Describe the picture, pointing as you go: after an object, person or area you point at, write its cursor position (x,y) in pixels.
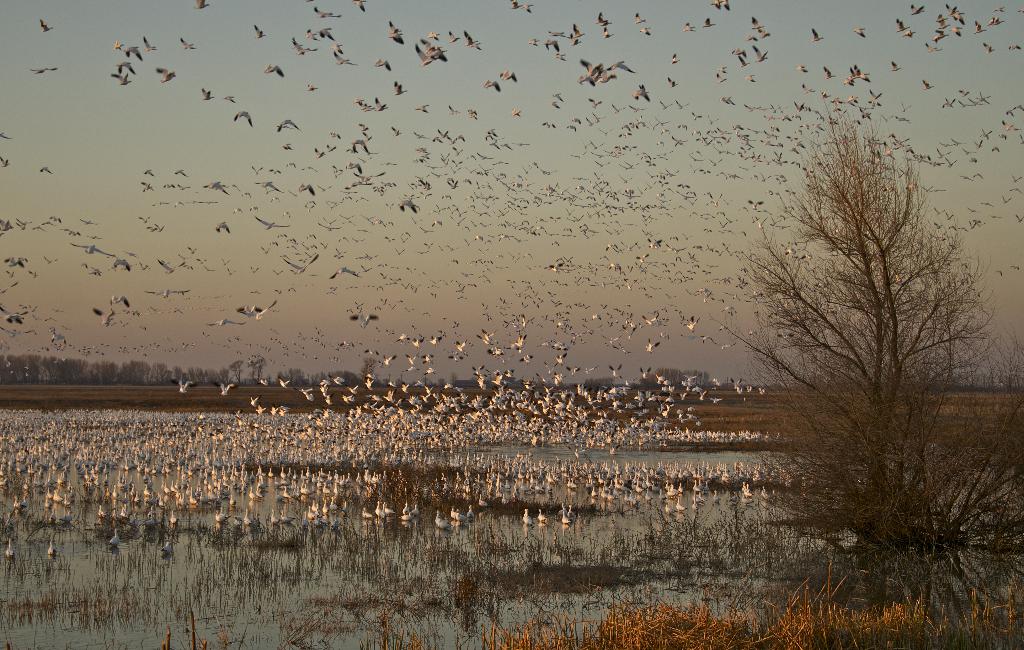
In this picture there are group of birds (401,446) where few among them are on the water (438,448) and the remaining are flying in the sky (572,156) and there is dry ground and trees (211,374) in the background (313,389) and there is another tree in the right corner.
